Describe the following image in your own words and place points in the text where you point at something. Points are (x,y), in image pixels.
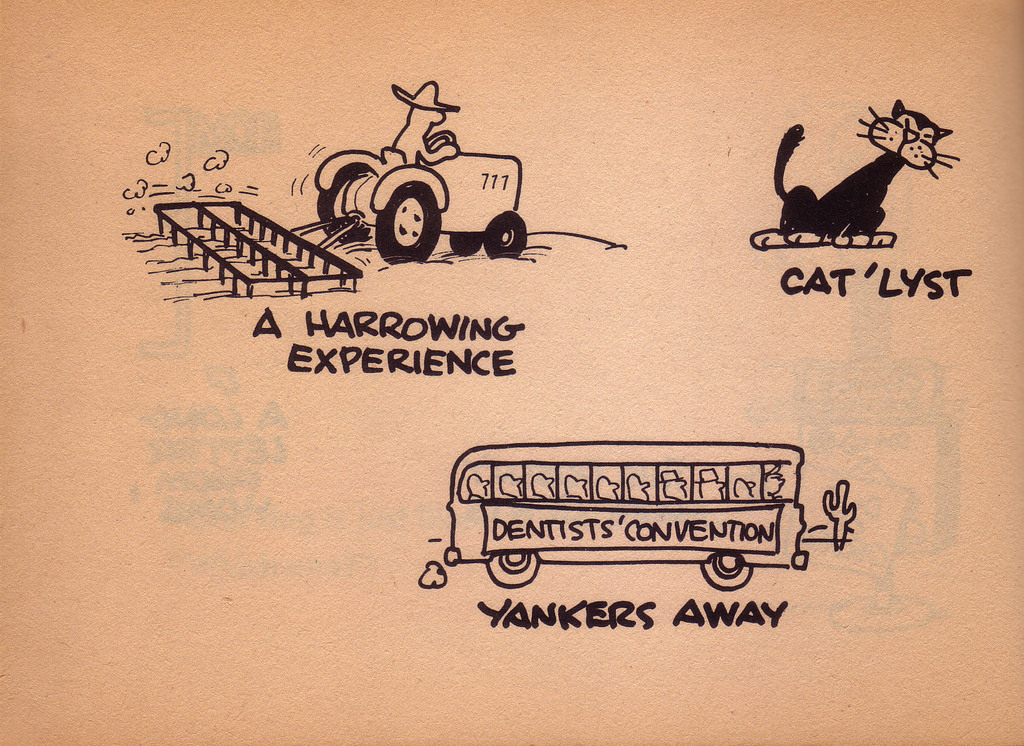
In this image I can see a paper (208,326), in the paper (328,237) I can see few cartoon toys (304,289). In front (700,622) I can see a bus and something written on the paper (711,392).
